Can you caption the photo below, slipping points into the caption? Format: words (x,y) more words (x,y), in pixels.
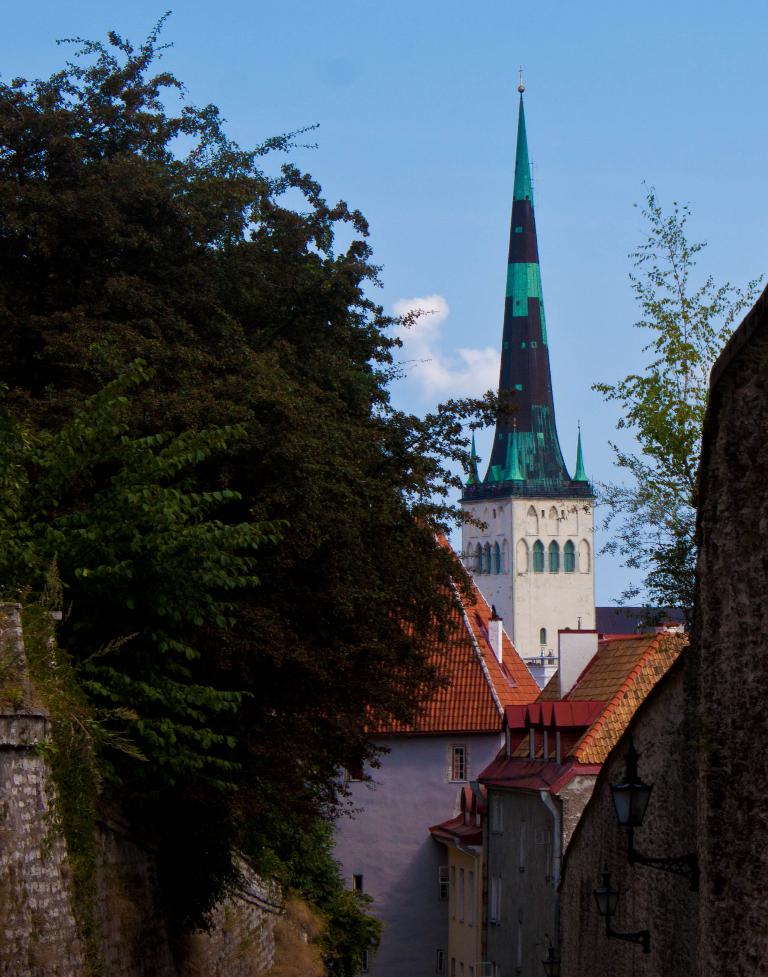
This picture is clicked outside. On the left (101,328) we can see the trees (375,579) and we can see the houses (616,641). In the center (507,437) there is a spire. In the background (525,79) we can see the sky (468,162).
